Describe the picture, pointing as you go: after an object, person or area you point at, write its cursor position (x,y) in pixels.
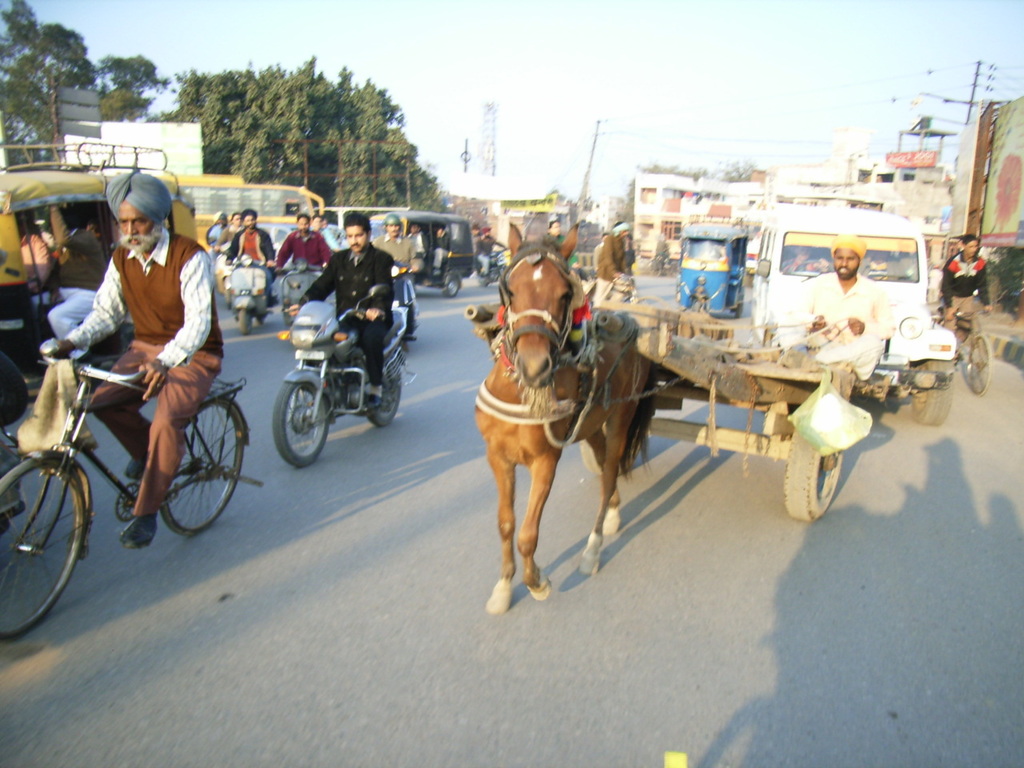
In this image we can see people (182,369), riding bicycles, motorcycles (314,347), horse cart (707,369), and other vehicles (799,244), there are buildings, electric poles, wires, there are trees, also we can see the sky (642,71).
